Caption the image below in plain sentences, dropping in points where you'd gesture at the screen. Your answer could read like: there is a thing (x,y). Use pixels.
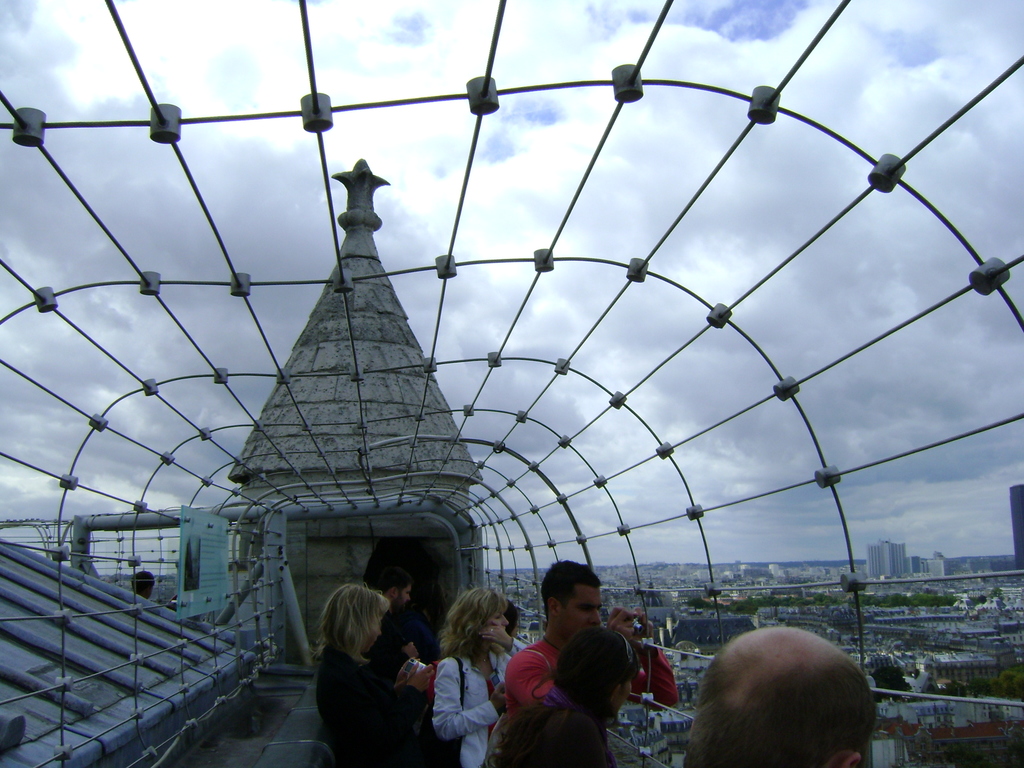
At the bottom of the image (578,575) few people (381,581) are standing and watching. Behind them there is fencing (529,561) and there are some trees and buildings (993,584). At the top of the image (883,84) there are some clouds (804,13) and sky (68,64).
